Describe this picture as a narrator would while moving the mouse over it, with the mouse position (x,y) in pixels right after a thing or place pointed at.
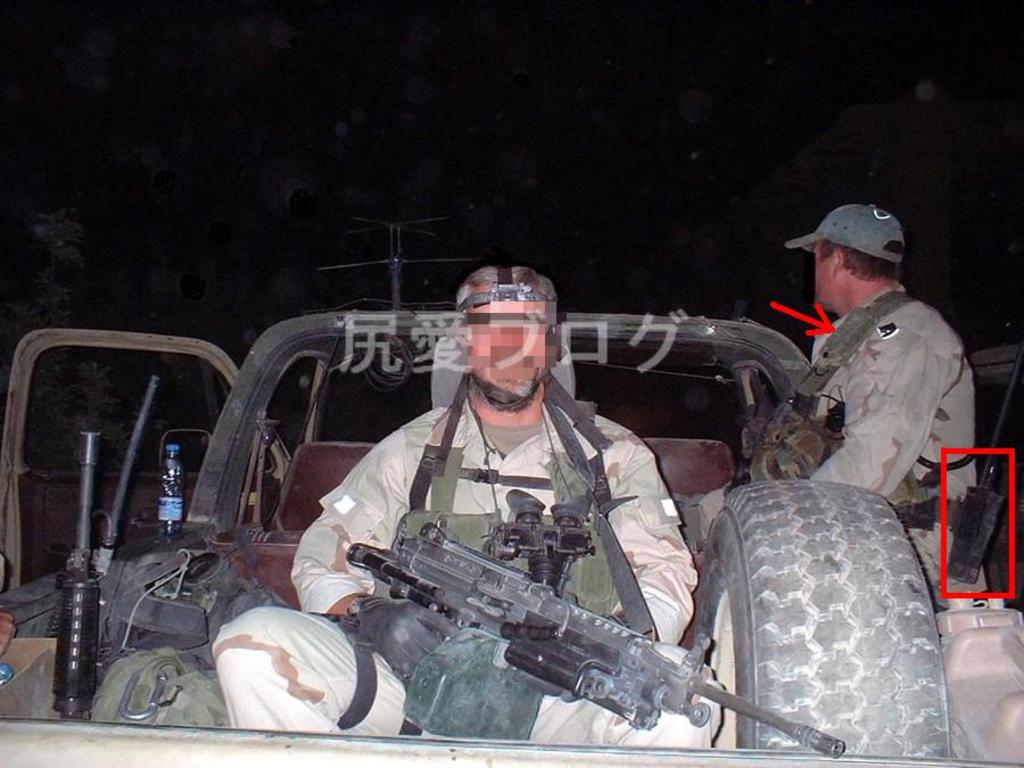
There are two people (838,406) sitting in a vehicle (444,741) and this person (477,419) holding a gun (618,655), beside this person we can see tire (908,643). In the background (75,179) we can see tree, pole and it is dark.
